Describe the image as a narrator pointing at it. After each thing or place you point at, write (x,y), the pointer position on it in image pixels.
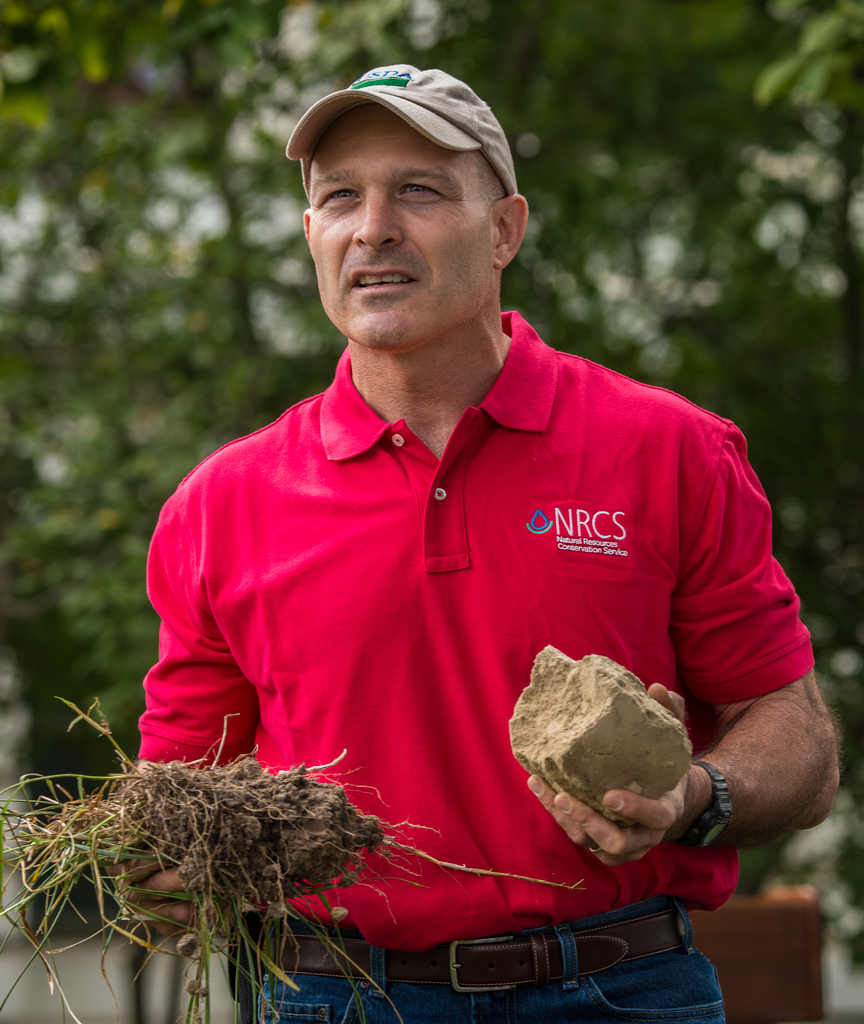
In this image there is a person (496,743) holding stone (597,727) and grass (230,876). There are trees (66,116) in the background (66,116).
